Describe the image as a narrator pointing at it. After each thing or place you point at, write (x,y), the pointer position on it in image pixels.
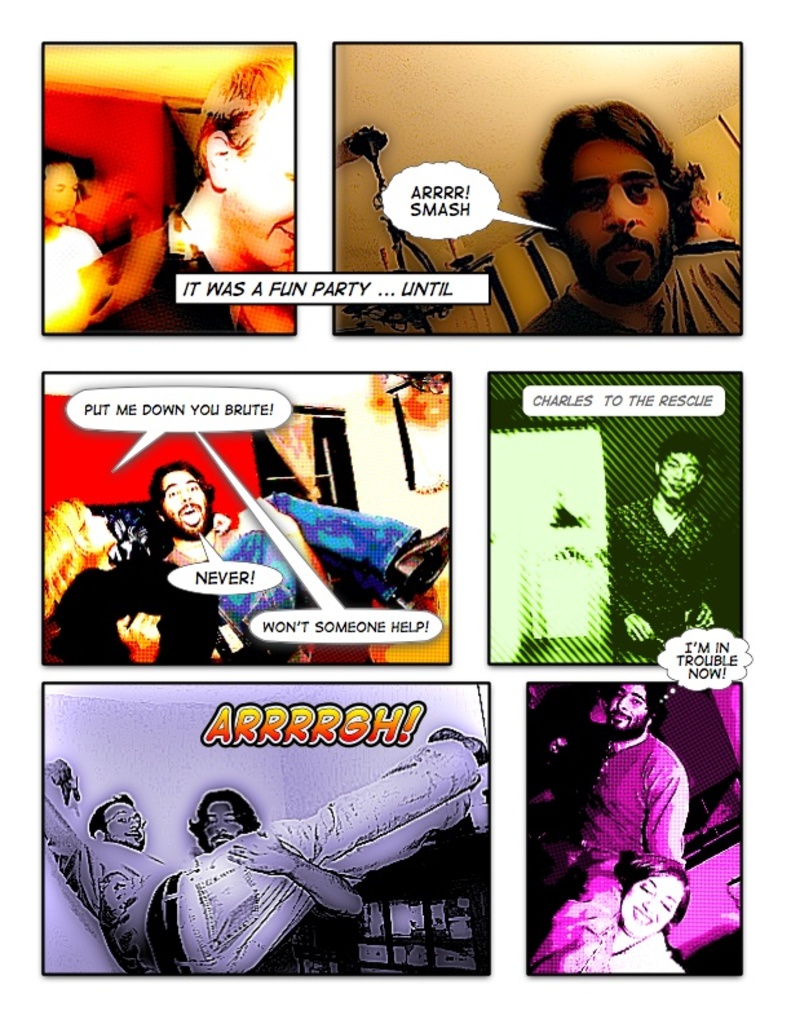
This is a collage image, in this image there are six pictures (467,760), on that there is some text (262,735).
